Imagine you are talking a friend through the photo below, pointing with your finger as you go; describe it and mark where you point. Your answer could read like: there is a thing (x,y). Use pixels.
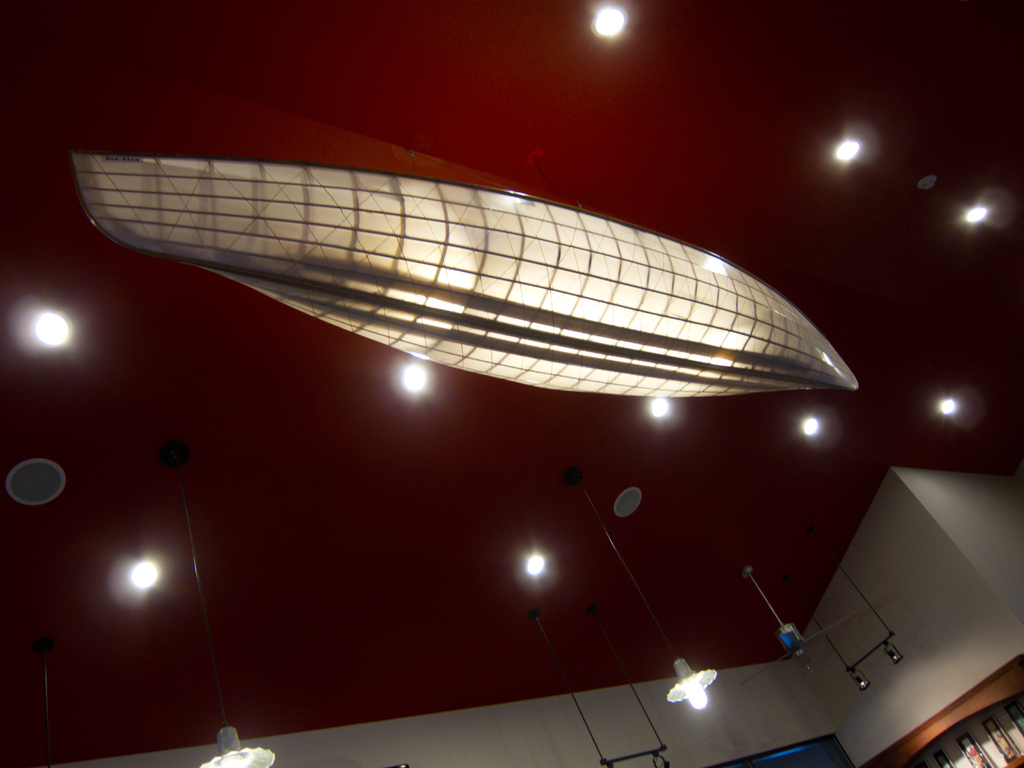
In this image we can see an inside view of a room (899,706). In the foreground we can see photo frames (948,757) on the wall (943,606). In the background (866,687), we can see group of lights (863,673).
